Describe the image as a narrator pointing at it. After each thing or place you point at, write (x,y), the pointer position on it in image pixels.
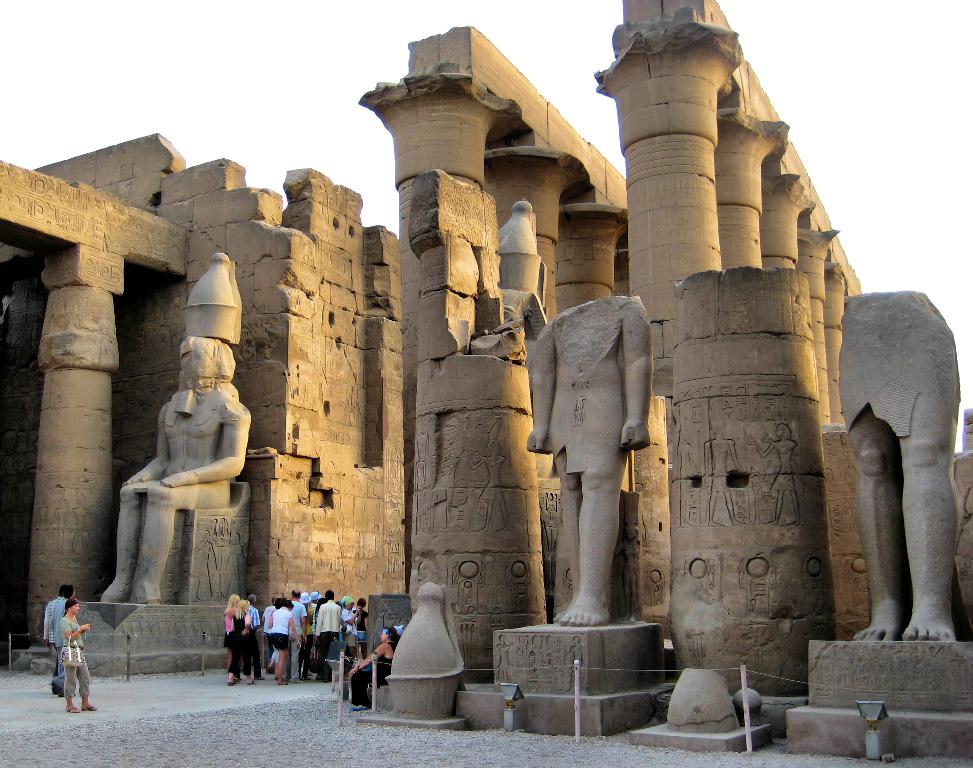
In this image there are a few people (270,618) visiting an archaeological site (390,450) with statues (173,484) and pillars (489,451).
